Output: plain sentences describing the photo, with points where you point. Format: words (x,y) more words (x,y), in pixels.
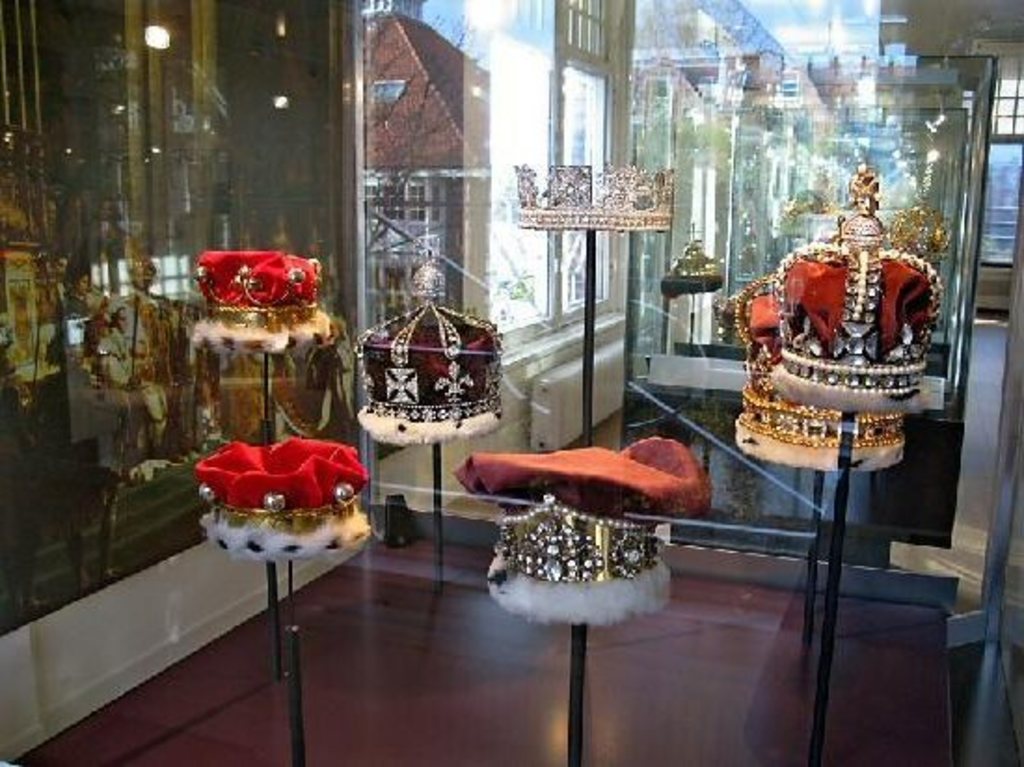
In this picture in the front (433,341) there are hats (612,488) on the poles (267,403). In the background (359,158) there is glass (761,186) and on the glass (705,186) there are reflections (370,111).
